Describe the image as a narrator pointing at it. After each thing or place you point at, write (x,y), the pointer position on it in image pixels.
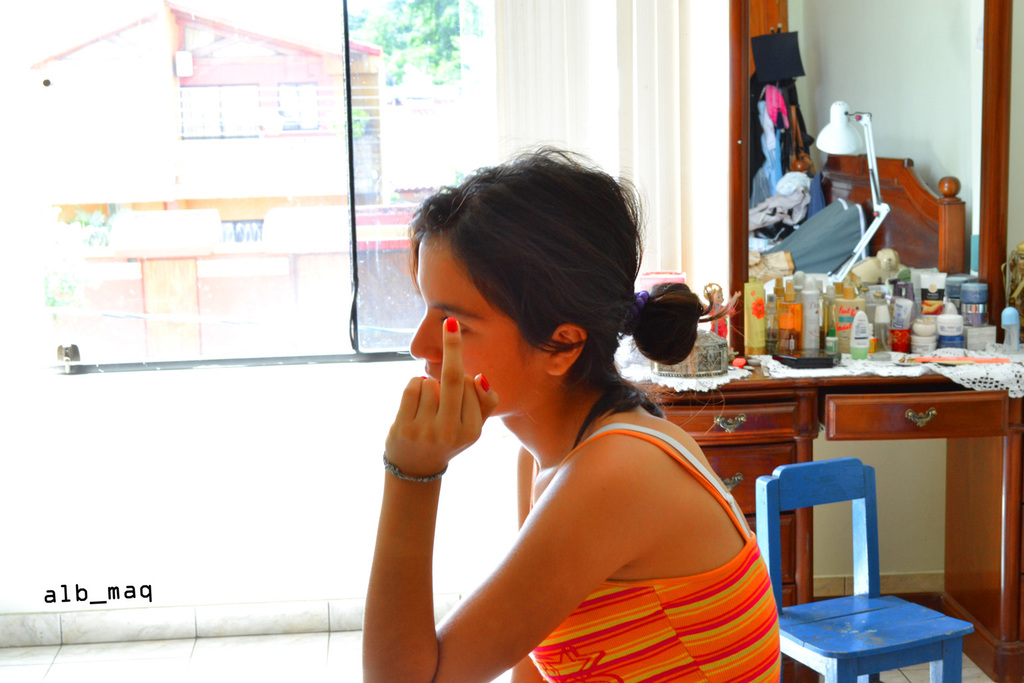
In this Image I see a girl (517,396) and In the background (786,663) I see a mirror (731,54), table (1016,433) and a chair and there are many things (1009,309) on this table (724,397) and I see the windows (249,352), a curtain (500,73) and through the windows (92,1) I can see a house (246,37) and the trees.
